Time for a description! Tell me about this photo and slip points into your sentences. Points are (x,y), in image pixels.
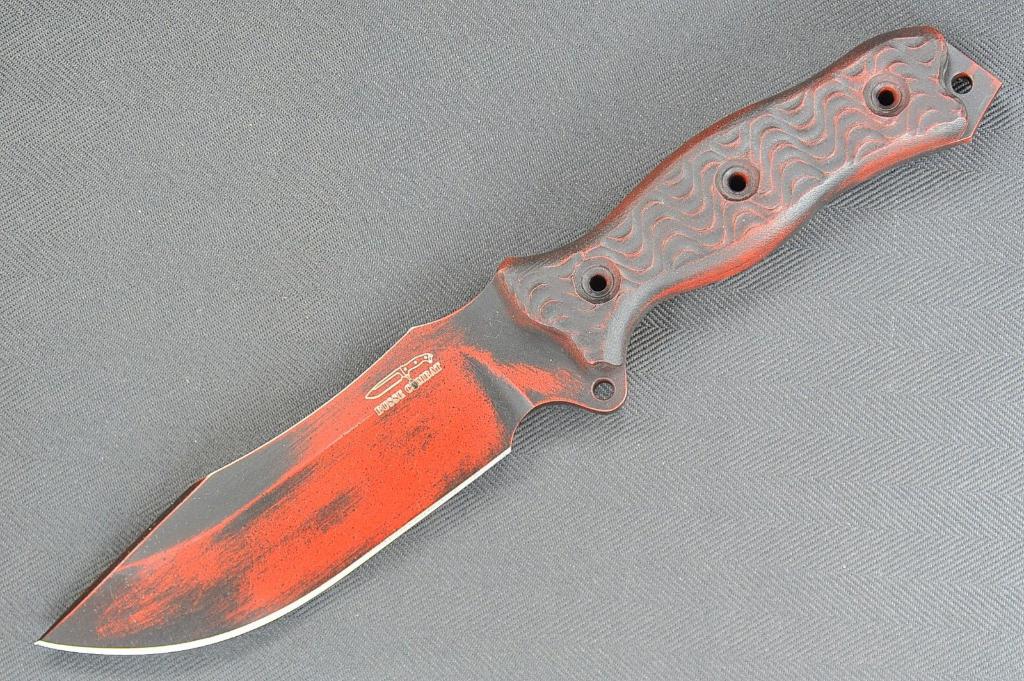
In this picture there is a knife (528,278) in the center of the image (367,370), which is red in color.
